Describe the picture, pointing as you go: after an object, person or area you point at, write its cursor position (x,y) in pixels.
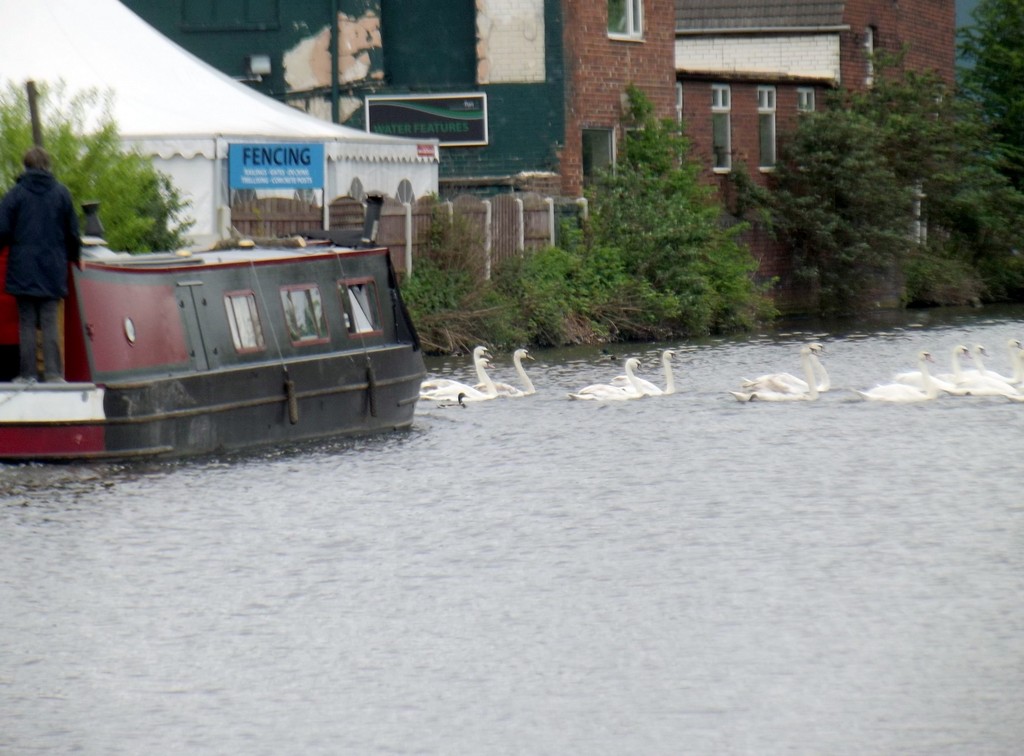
There is a person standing on boat (224,322) and we can see swans (455,389) on the water (516,514). Background we can see trees (1017,220), plants (989,259), building (594,90) and wall (600,77).
